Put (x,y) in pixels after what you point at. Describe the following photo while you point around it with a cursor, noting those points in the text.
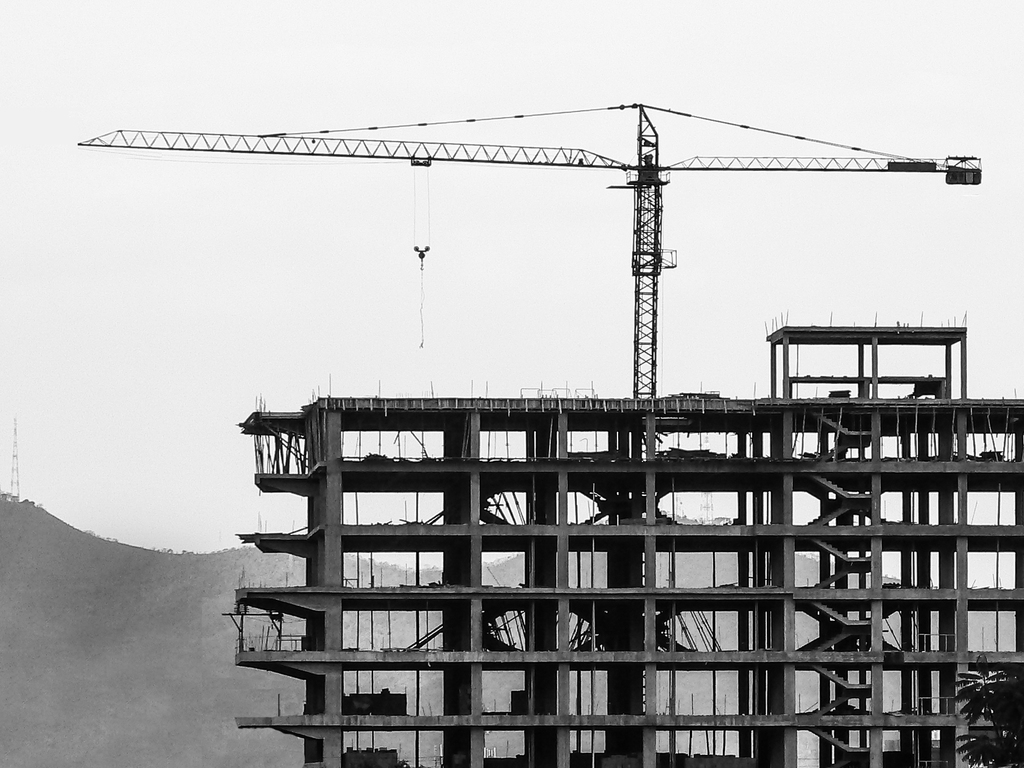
In this image we can see construction of a building (628,623). There are pillars (460,556), steps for the building (514,650). On the building (687,723) there is a tower crane (650,335). In the back (122,528) there is a hill (113,572) and there is sky (191,354).
